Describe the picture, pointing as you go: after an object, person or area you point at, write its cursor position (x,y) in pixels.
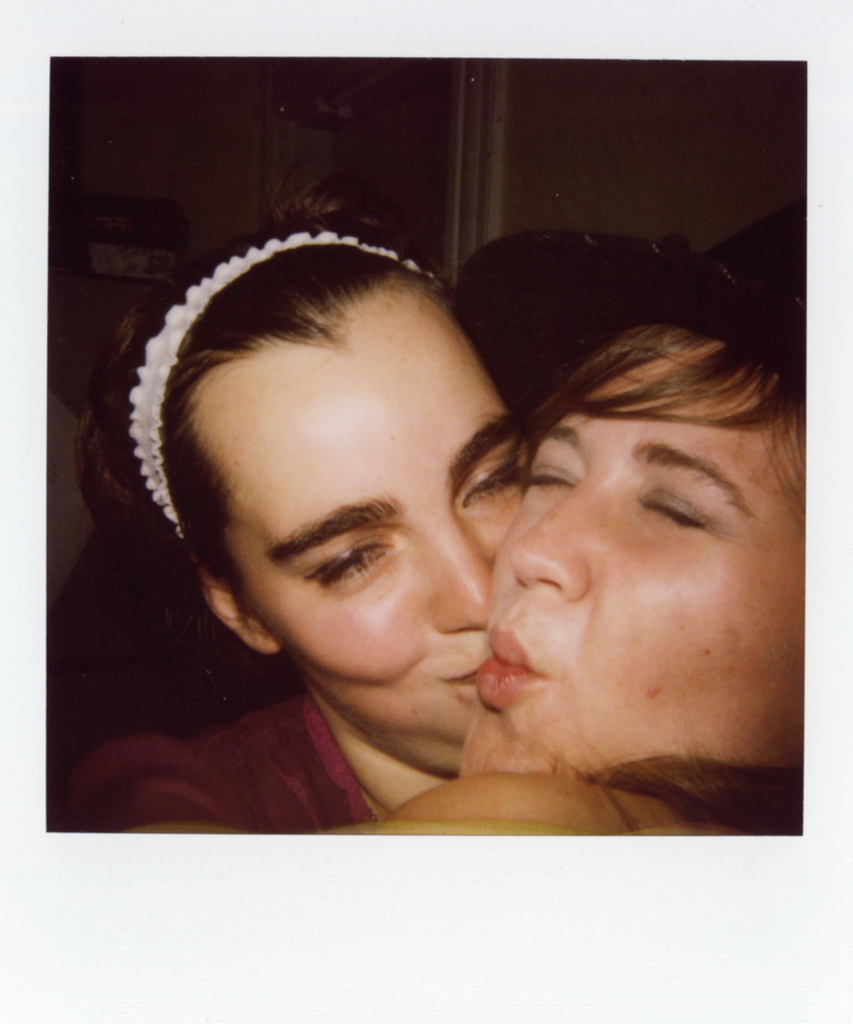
In this image I can see two persons (386,560) in the front (462,598). In the front (742,794) I can see one of them is wearing a cap (690,317) and on the left side (158,469) I can see a white colour hair band (151,454) on her head (250,350).
